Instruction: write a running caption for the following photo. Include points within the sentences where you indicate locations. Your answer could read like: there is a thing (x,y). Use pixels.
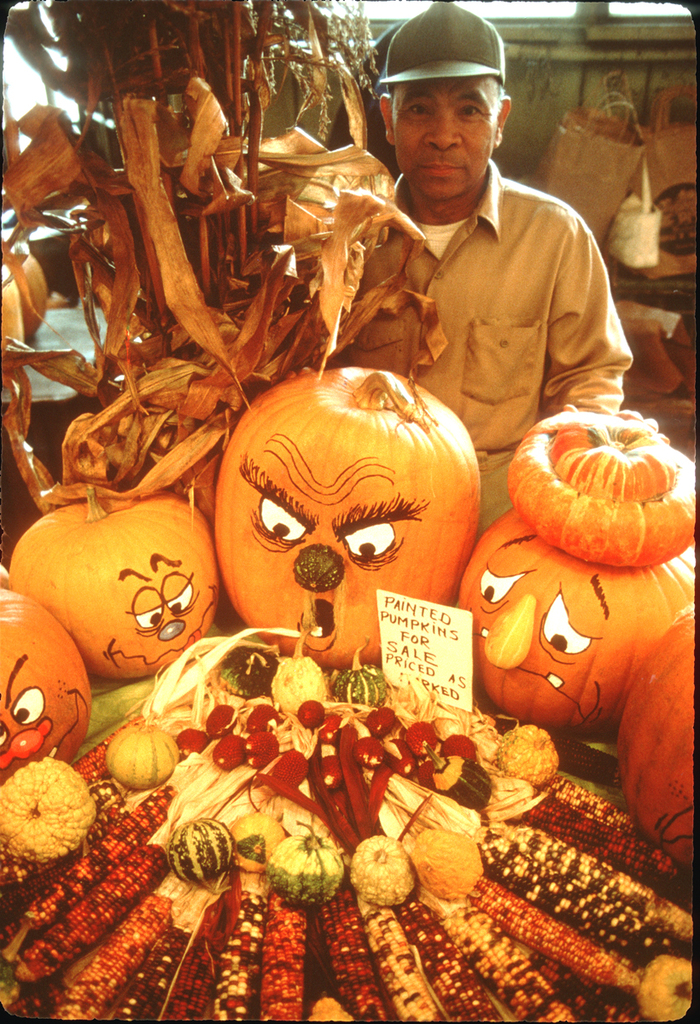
In this image I can see few fruits (339,871) and vegetables (360,500) and I can also see the person (440,17). In the background (567,182) I can see few objects (567,182).
